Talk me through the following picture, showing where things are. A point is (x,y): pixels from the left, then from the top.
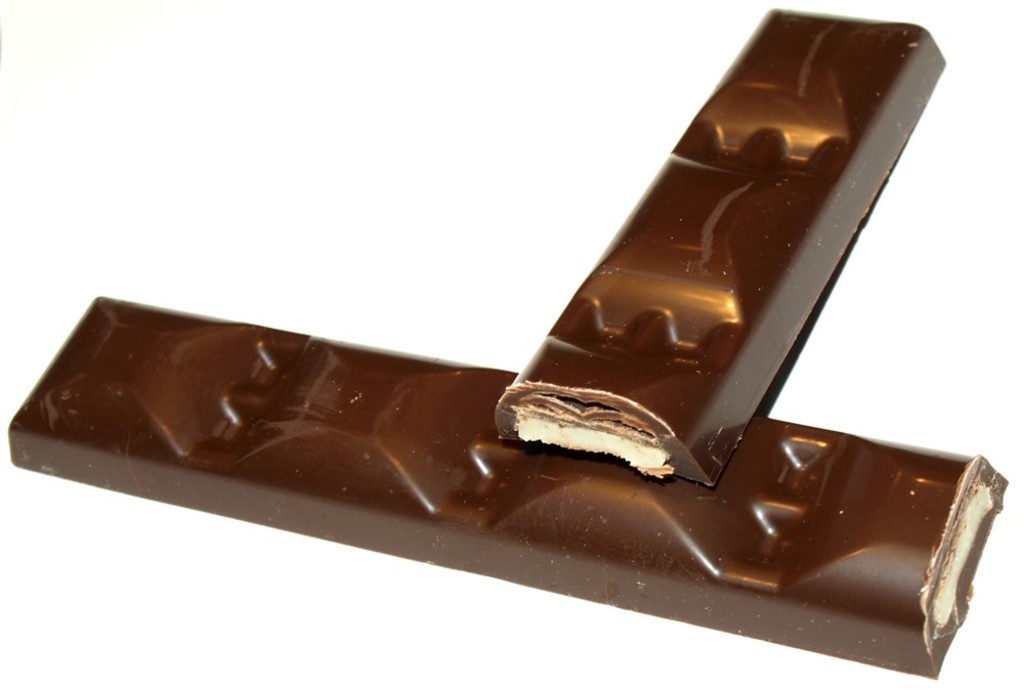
In the image there are two chocolate bars (527,473).
